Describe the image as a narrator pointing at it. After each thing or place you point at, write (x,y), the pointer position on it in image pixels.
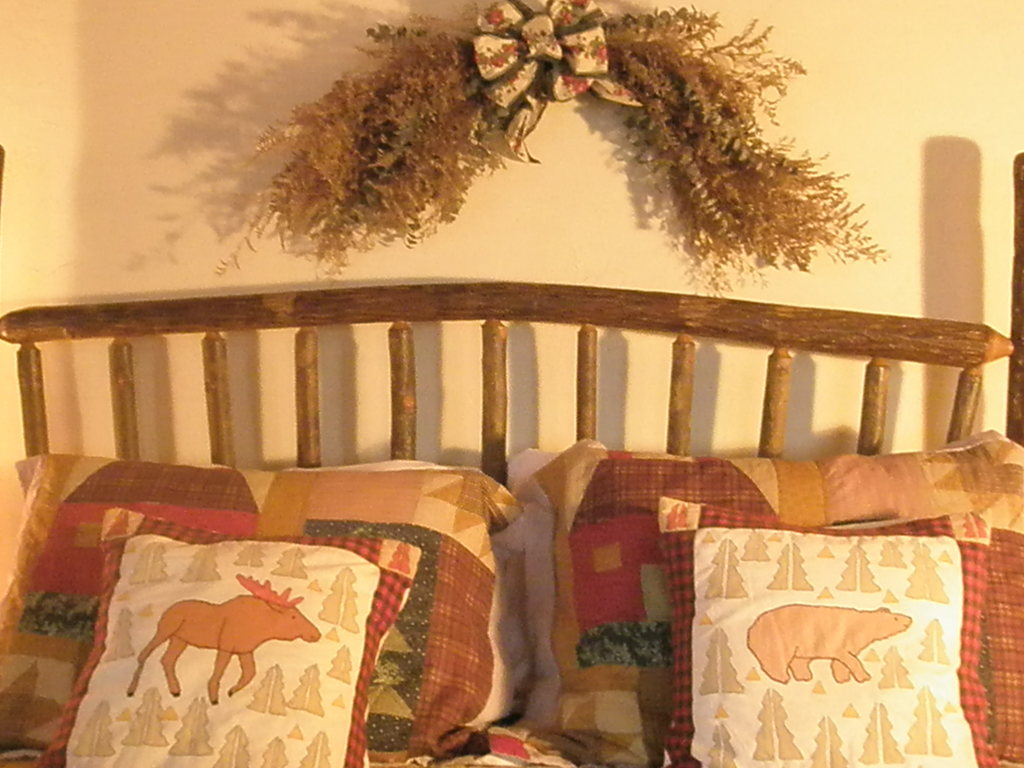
In this image i can see 2 pillows (428,482), 2 cushions (671,590) on the cot (486,353). In the background (207,134) i can see the wall (172,124) and the decoration (495,147).
